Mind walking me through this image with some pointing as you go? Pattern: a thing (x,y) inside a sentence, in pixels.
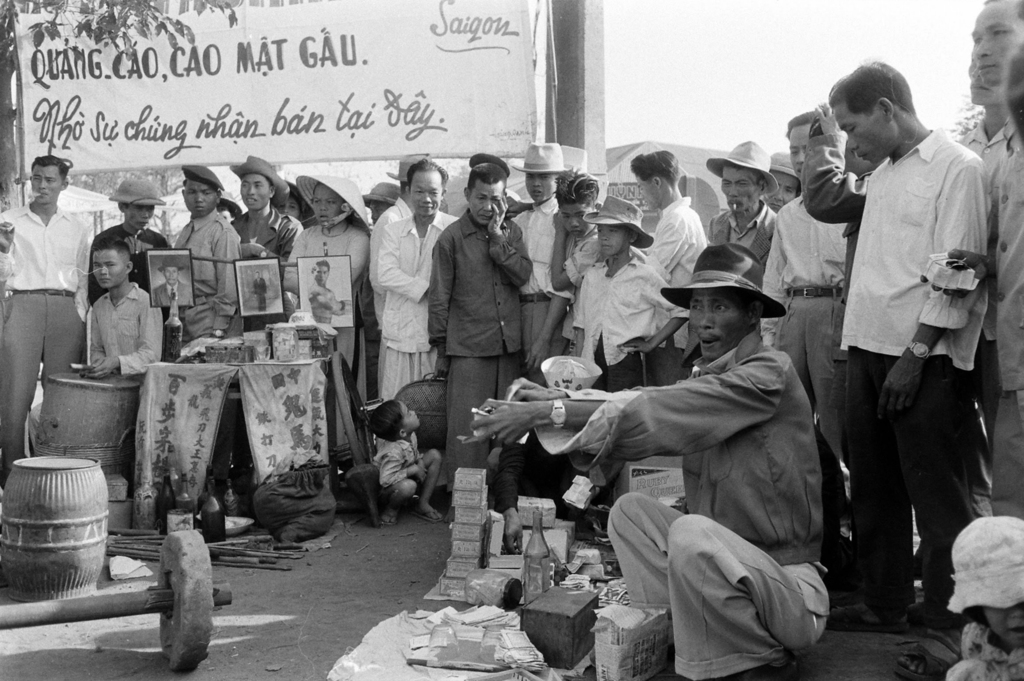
In the image we can see there are people (798,448) sitting on the ground (366,584) and there are other people (564,216) standing. Few people (116,232) are wearing hats (753,146) and there are photo frames (261,278) on a table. There are bottles (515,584), boxes (535,606), papers (481,617) and stone weightlifter (86,607) kept on the ground (234,617). Behind there is a hoarding (369,46) and the image is in black and white colour.
